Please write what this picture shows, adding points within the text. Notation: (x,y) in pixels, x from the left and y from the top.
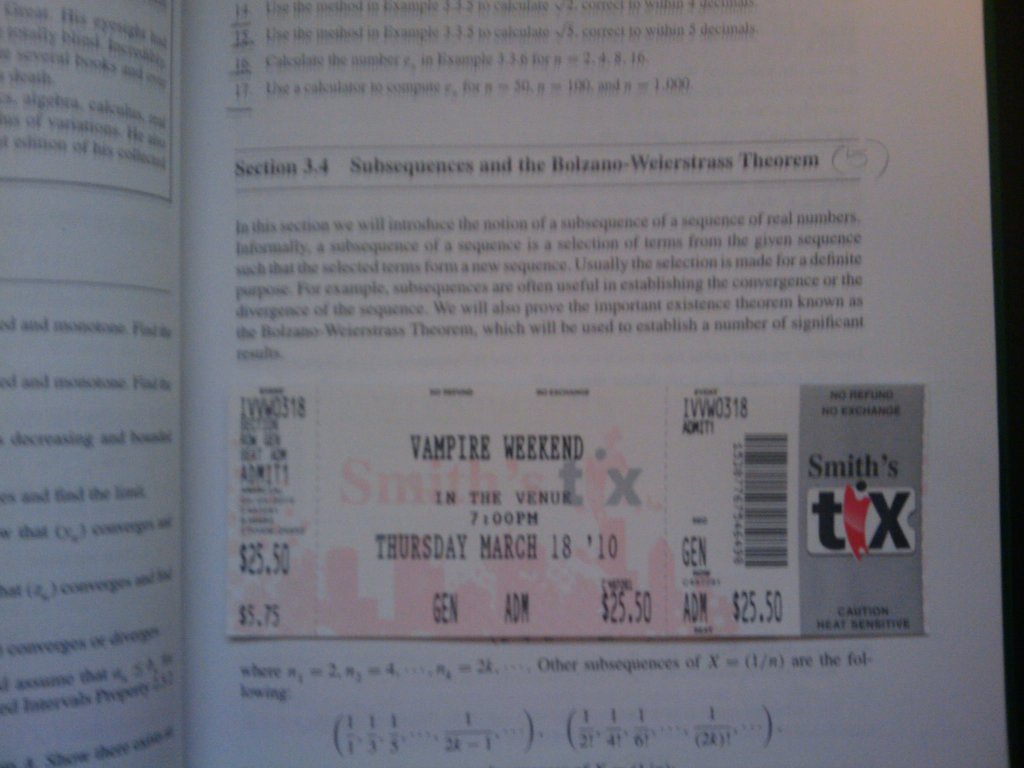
In this image, we can see a page (716,167) contains a coupon (700,590) and some text (664,162).
